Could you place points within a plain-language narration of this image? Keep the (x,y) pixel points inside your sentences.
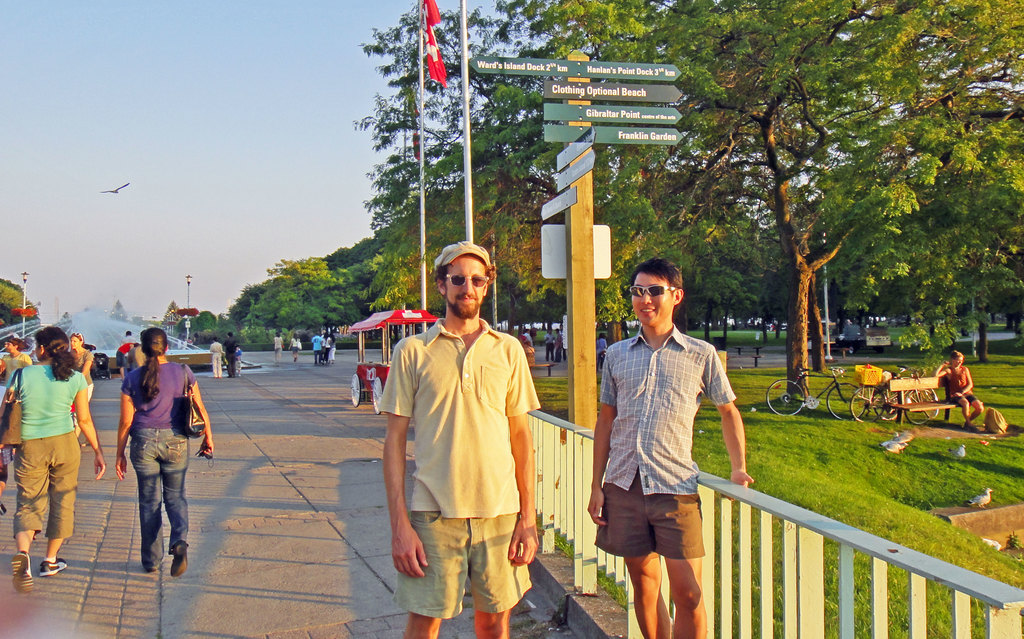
In this picture I can see the path (284,452) in front (271,584), on which there are number of people (460,556) and on the right side of this picture (806,458) I can see the grass (788,464) and I see few cycles (879,394), a woman (960,381) on a bench (907,390) and I see few birds (981,503). In the middle of this picture (580,365) I can see the fountain (106,335), number of trees (315,304), few poles (462,29) and in the background (149,226) I can see the sky (206,159) and I can also see a bird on the left center of this image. On the top center of this image (434,73) I can see a flag (435,36), which is red and white in color and I see few boards (584,68) on which there is something written.
